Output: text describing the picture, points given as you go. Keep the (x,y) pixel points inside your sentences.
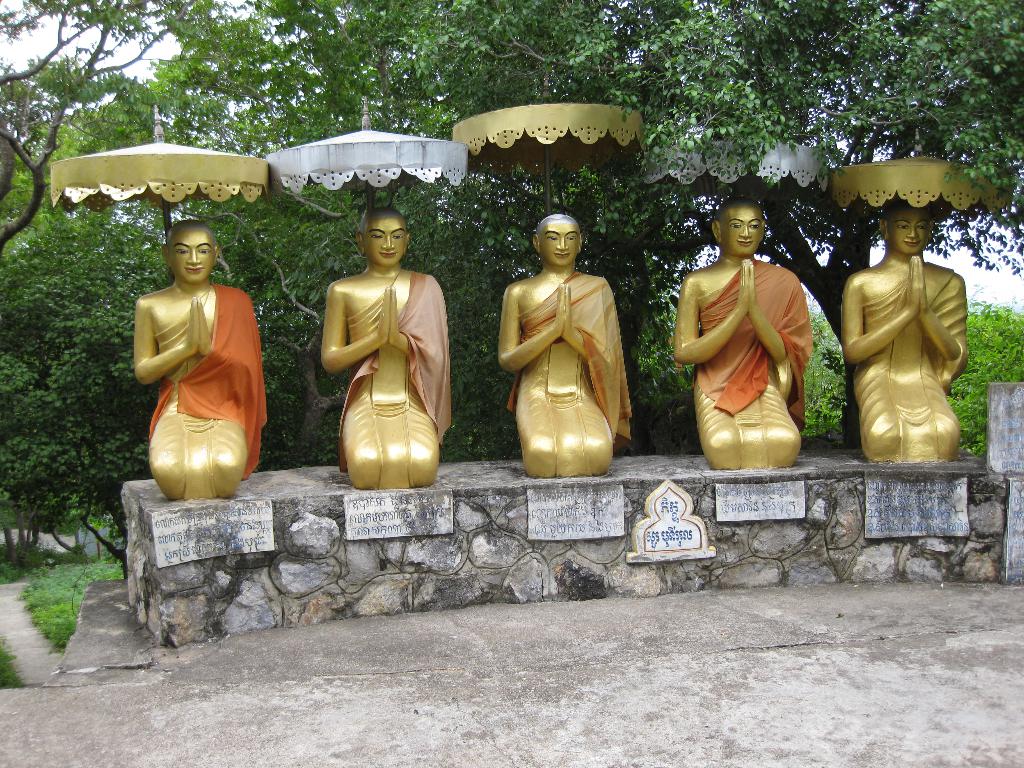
In this image there are statues (542,343) and there are trees (605,195) in the background (221,249) and there are umbrellas (199,174) and there is a wall (504,530).
